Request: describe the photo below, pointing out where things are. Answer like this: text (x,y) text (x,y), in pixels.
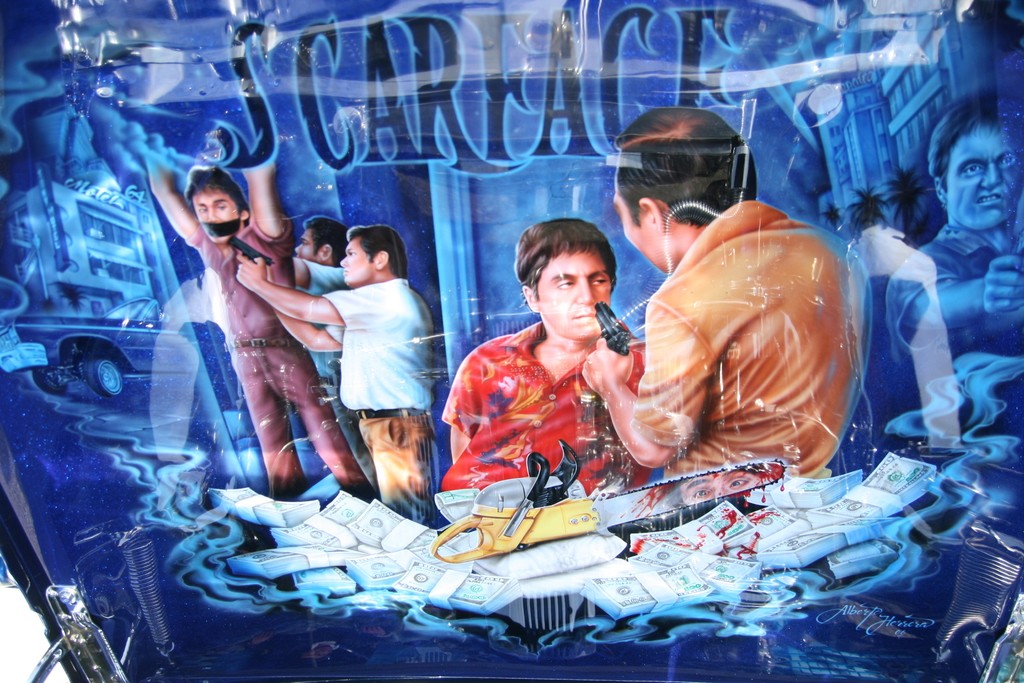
In the image we can see a poster (41,123), in the poster (336,159) few people (976,198) are standing and holding some weapons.
